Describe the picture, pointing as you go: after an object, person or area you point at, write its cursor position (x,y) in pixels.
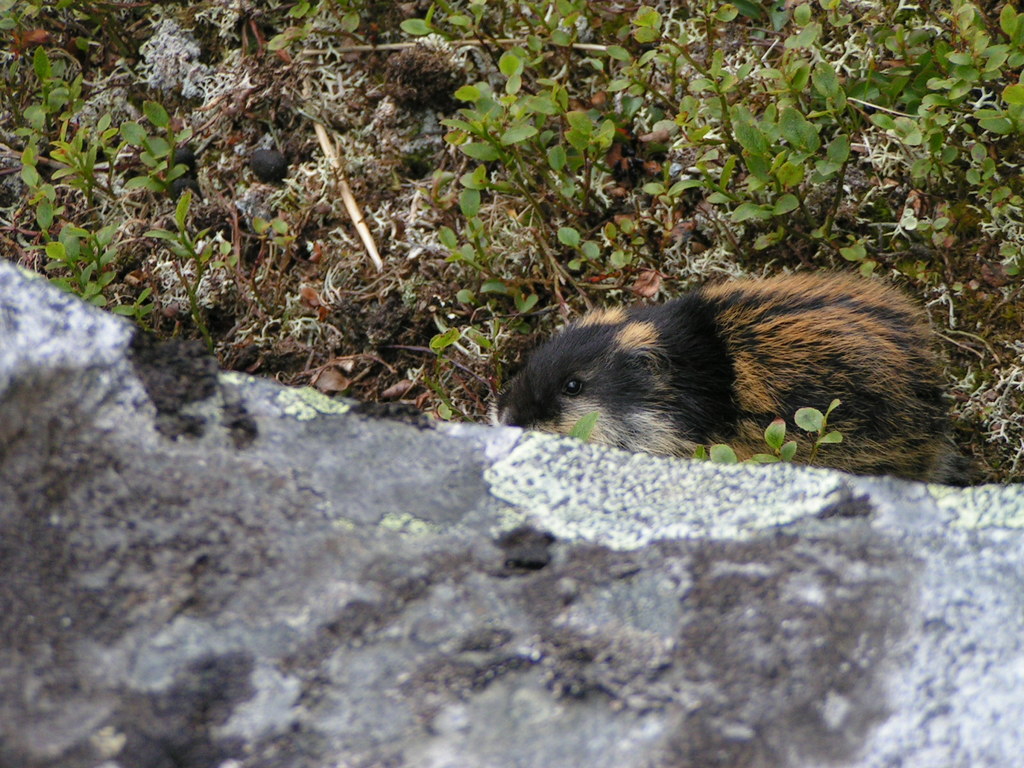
In this image we can see an animal (637,339) on the ground (386,267). In the background (517,223) we can see plants (801,87) and stone (473,600).
